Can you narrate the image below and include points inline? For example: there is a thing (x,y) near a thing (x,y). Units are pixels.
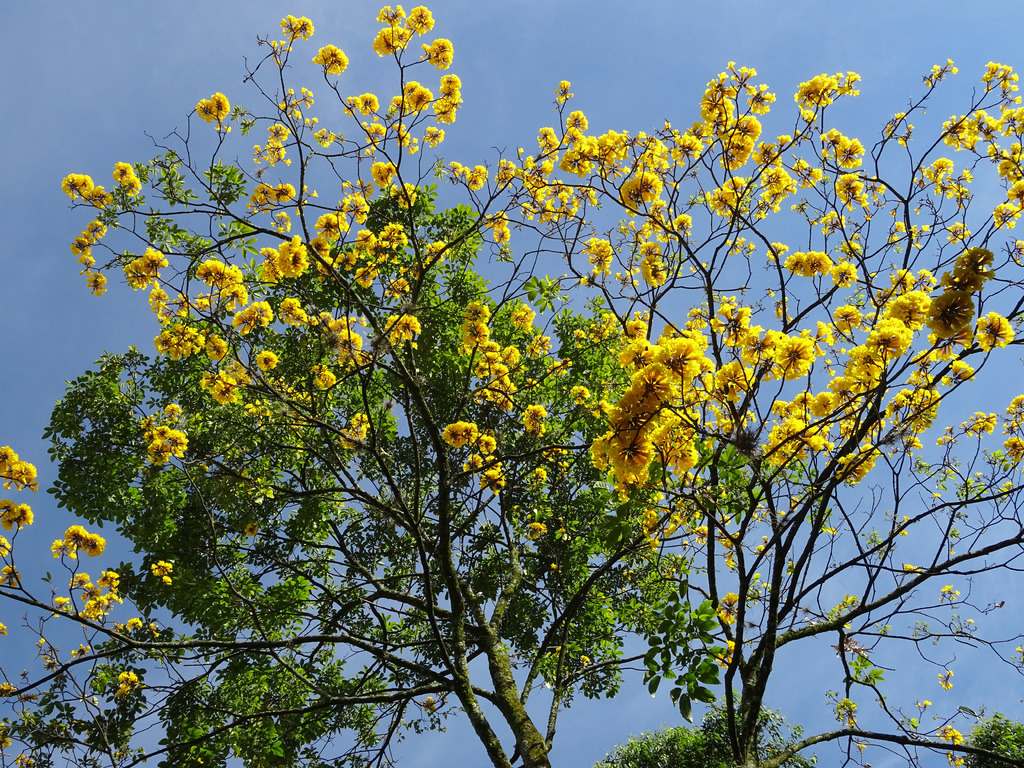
In this image, we can see a tree (455,174) with yellow flowers (844,703). Behind that there is another tree (339,512). In the background (172,20), there is the sky (943,517).
